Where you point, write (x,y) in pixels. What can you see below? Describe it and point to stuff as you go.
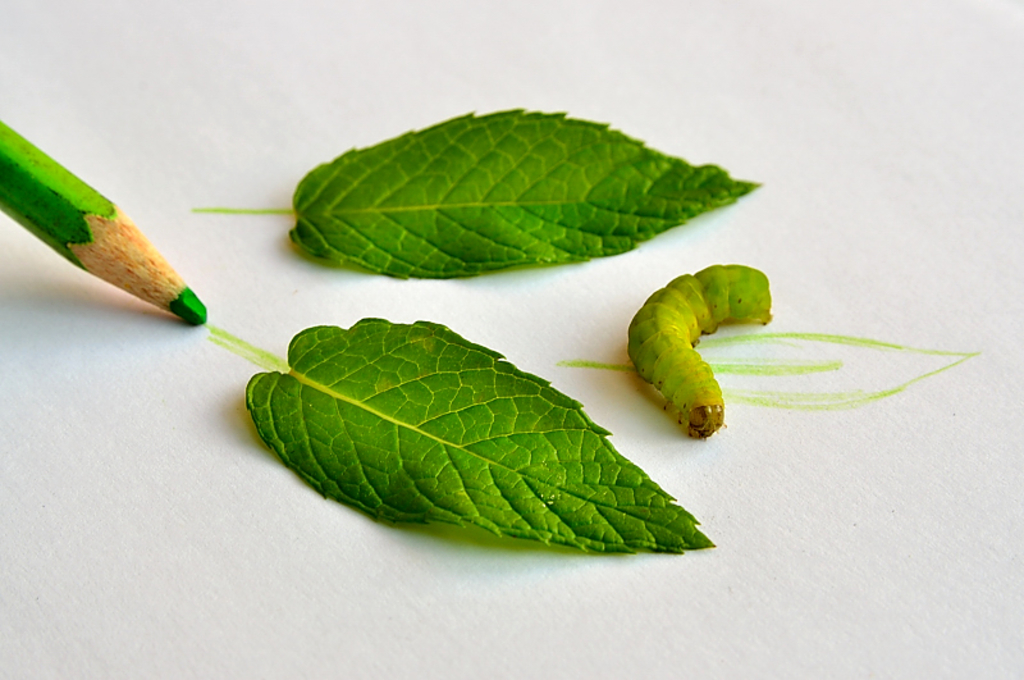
In the picture we can see a white surface (743,494) on it, we can see two leaves (371,484) and a caterpillar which are green in color and a green color pencil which is drawing something on the white surface (829,496).
